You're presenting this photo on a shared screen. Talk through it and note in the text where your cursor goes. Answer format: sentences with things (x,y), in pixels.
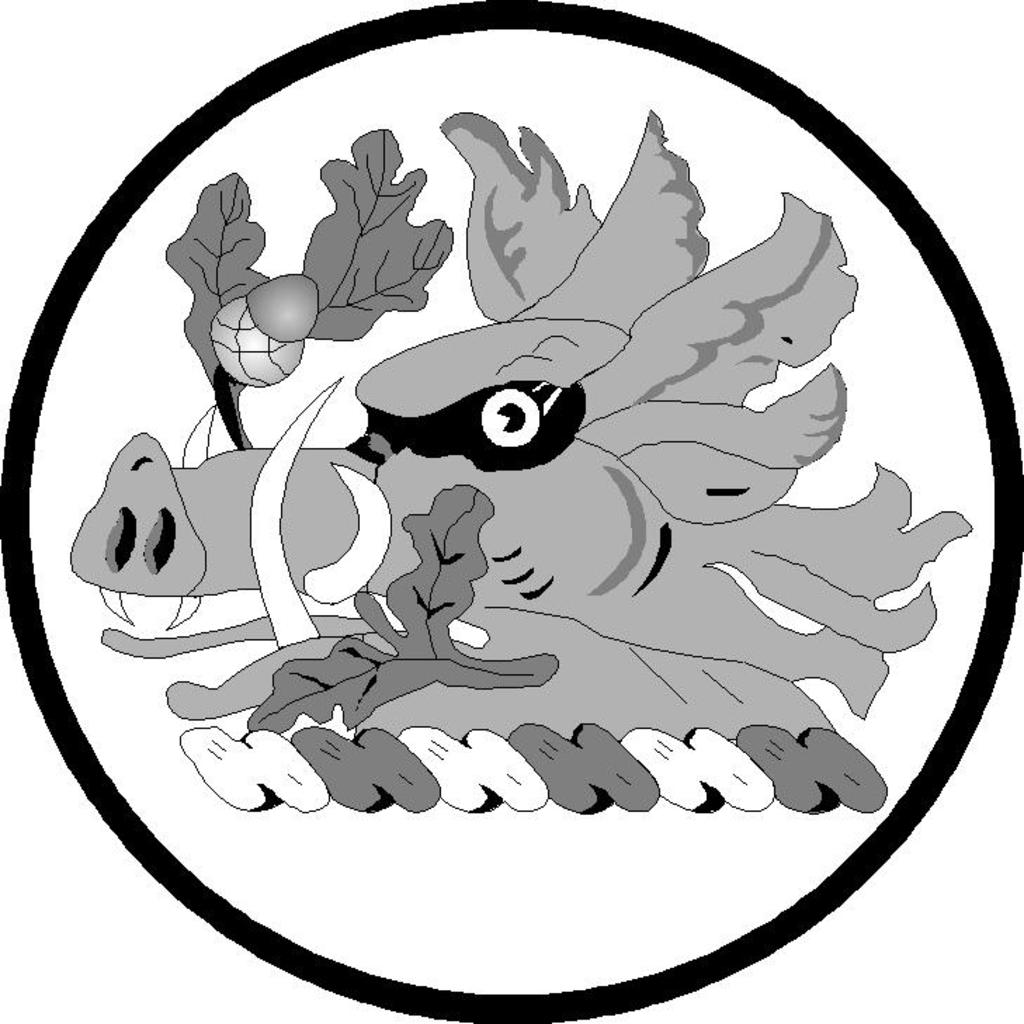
In this image, we can see a cartoon image of an animal face (380,486) and the leaves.
